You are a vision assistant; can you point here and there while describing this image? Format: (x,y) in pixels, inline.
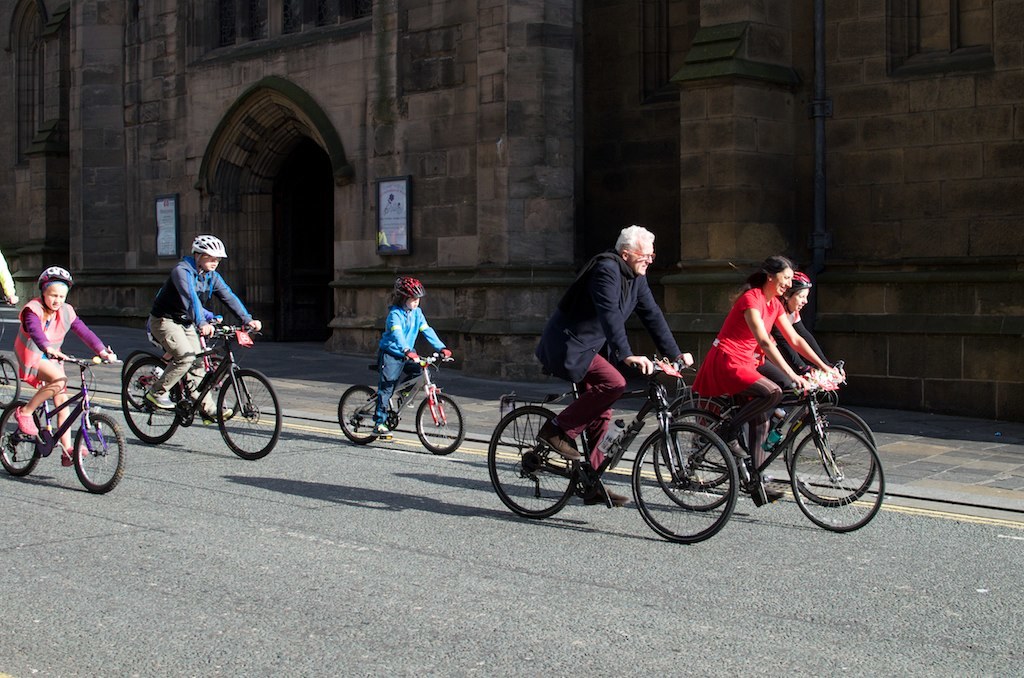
In this image I can see few people (756,413) are cycling their cycles (685,411), I can also see a road (605,515) and in the background (617,141) I can see a building (333,161).
